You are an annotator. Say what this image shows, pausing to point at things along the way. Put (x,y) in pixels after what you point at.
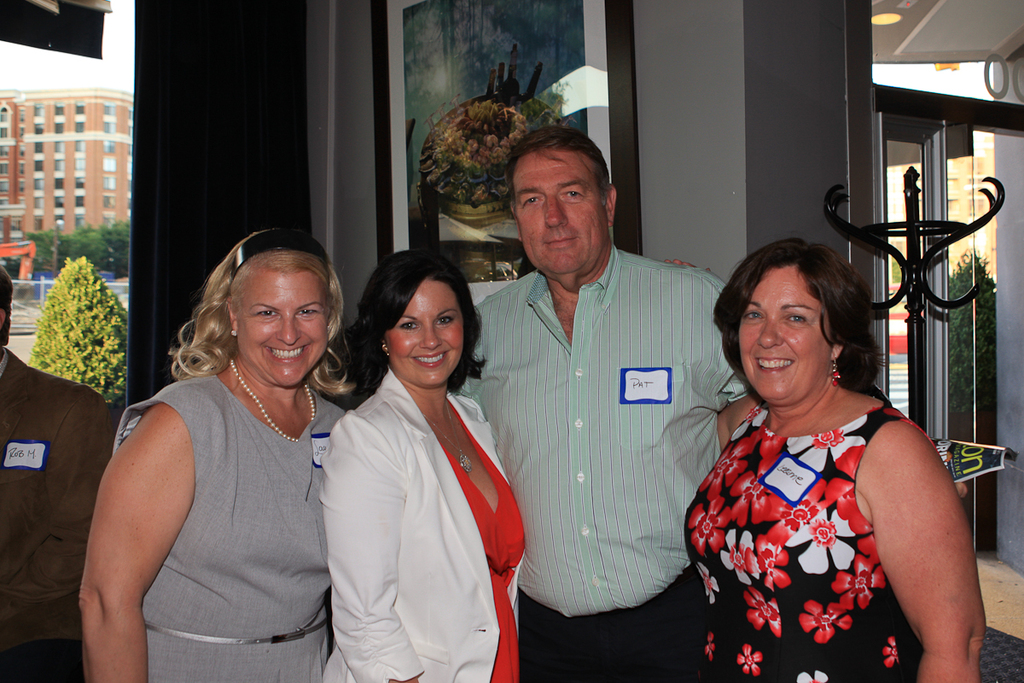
In the picture we can see four people (941,671) standing on the floor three (946,601) are women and one man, women (783,398) are smiling and behind them, we can see a wall (1012,419) with a photo frame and a painting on it and inside the wall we can see a glass window (112,81) from it we can see a building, trees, plants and poles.
